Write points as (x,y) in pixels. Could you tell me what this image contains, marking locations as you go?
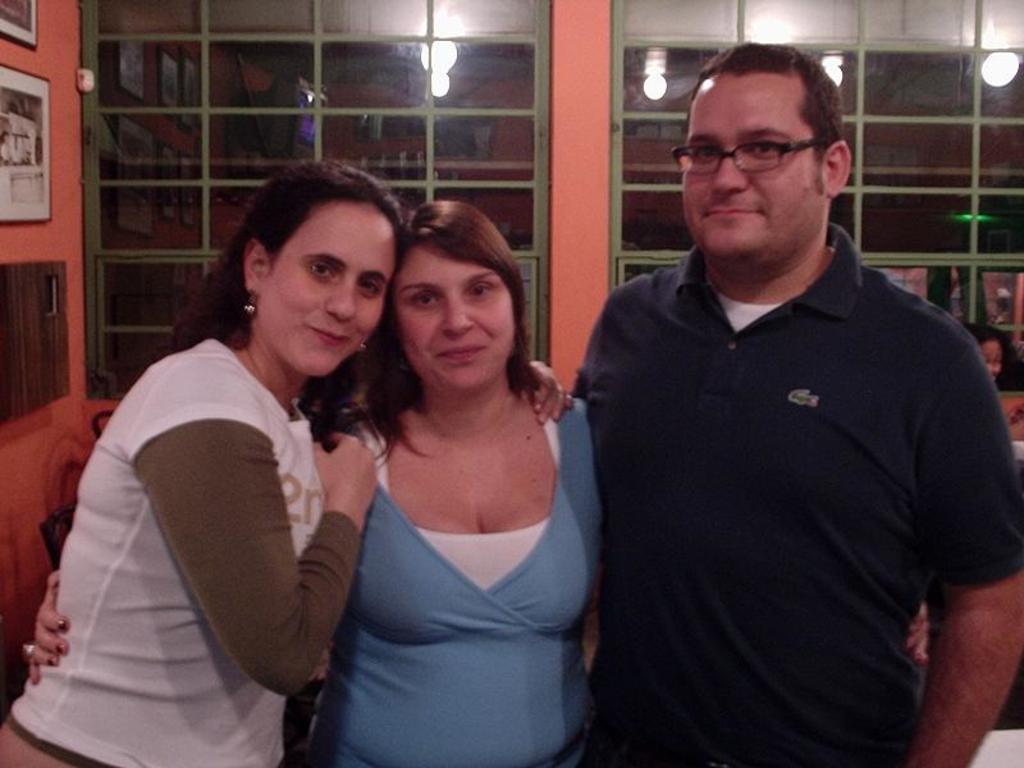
The picture is taken inside a room (643,242). In the foreground of the picture (578,497) there is a man (727,467) and two women (365,508). On the left (29,30) there are frames (35,163) to the wall (32,562). Behind the people (665,392) there is glass window (619,204), through the window (534,101) we can see lights (434,70), frames (171,66), wall (970,282) and a woman (999,368).
